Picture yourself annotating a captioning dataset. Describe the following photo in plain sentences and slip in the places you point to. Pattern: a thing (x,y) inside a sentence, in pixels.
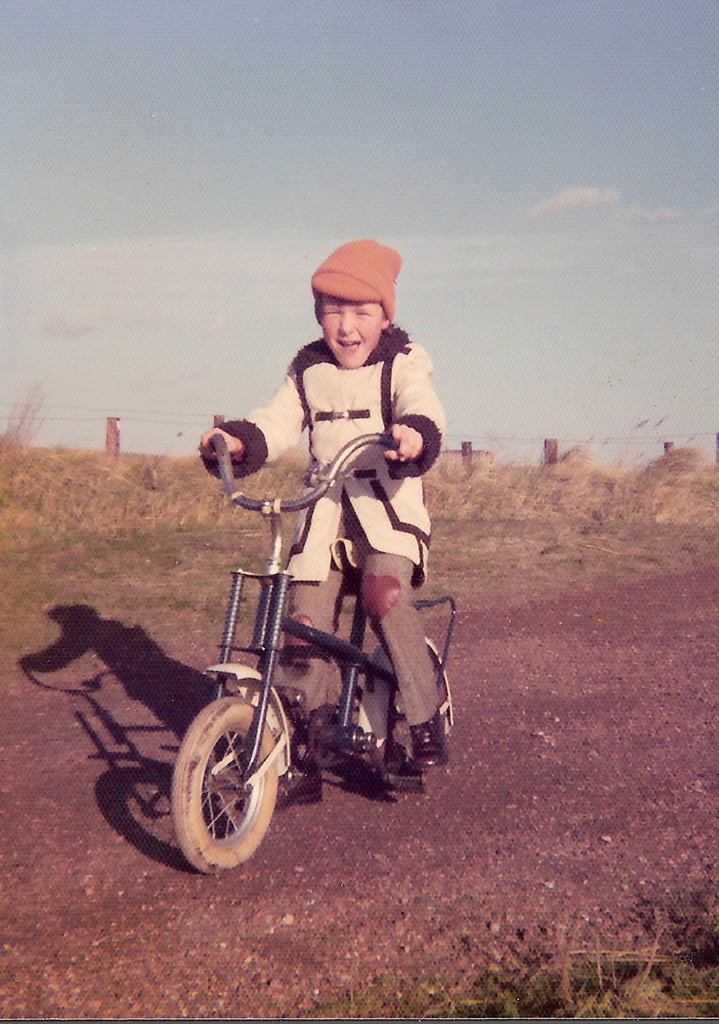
In this picture there is a boy (327,505) riding a bicycle (330,730) on the ground (399,791). There are plants (478,516) and grass (104,534) on the ground (542,902). At the top (297,168) there is the sky (297,168).
